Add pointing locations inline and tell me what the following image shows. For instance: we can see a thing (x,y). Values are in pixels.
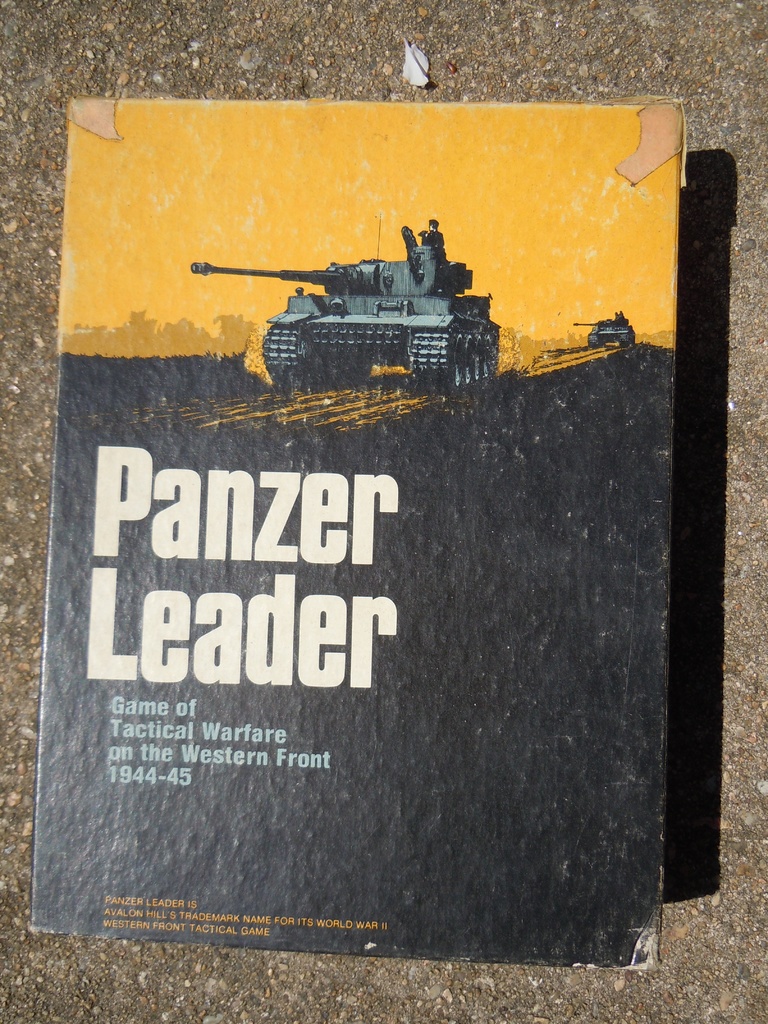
In this image I can see the cover (215,634) of the game box (204,714). On the box (324,499) I can see the military vehicles (366,374) and something is written on it. It is on the brown color surface (432,41).
